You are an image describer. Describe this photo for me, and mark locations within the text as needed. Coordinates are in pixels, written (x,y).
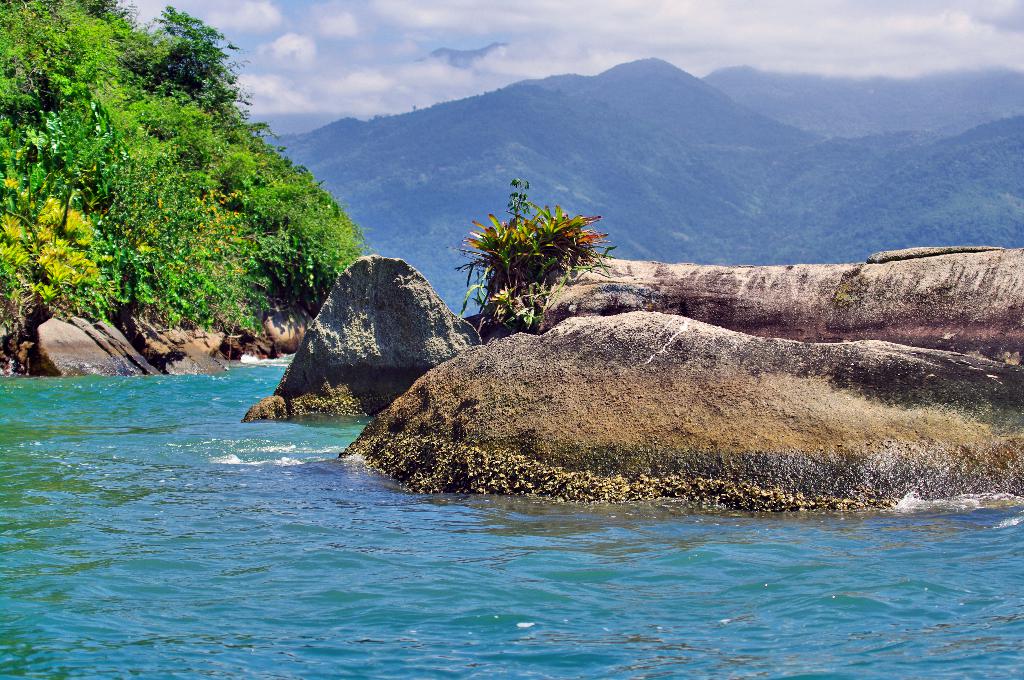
In this image we can see a water body (499,501), a group of plants (139,244) and the rock (701,399). On the backside (393,226) we can see a group of trees (597,196) on the hills (661,139) and the sky (563,39) which looks cloudy.
